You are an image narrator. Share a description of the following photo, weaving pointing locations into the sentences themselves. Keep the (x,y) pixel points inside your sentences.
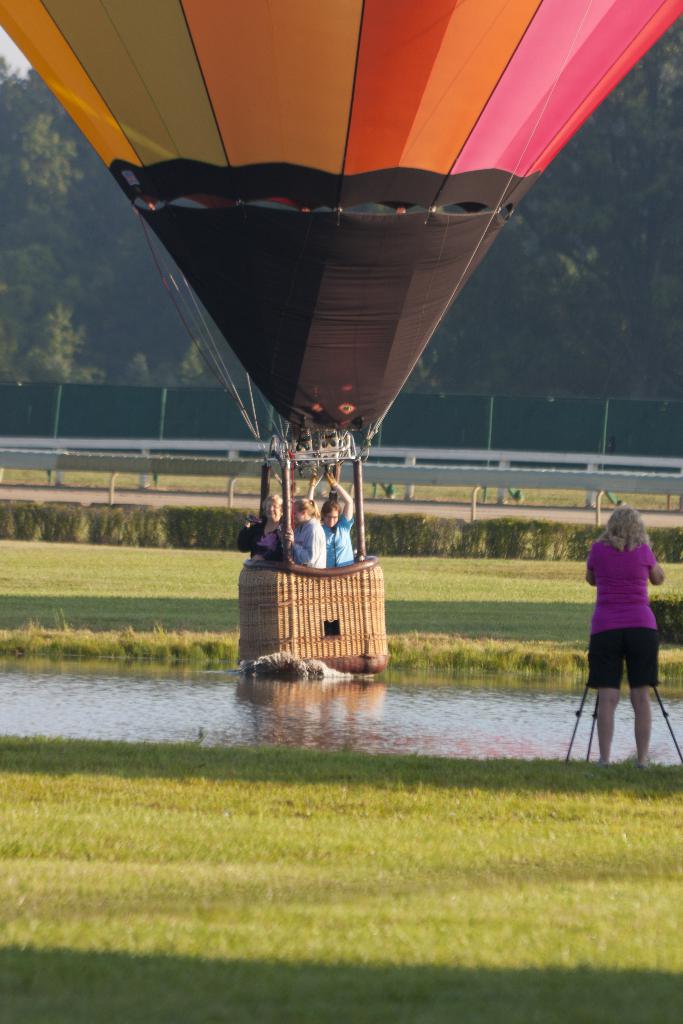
In this image we can see a few people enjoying the hot air balloon (325,464) ride. Here we can see a woman (601,681) on the right side (613,686) and looks like she is capturing an image with a camera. Here we can see the water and grass (561,662). This is looking like metal fence (88,385). In the background (59,380), we can see the trees (625,323).
